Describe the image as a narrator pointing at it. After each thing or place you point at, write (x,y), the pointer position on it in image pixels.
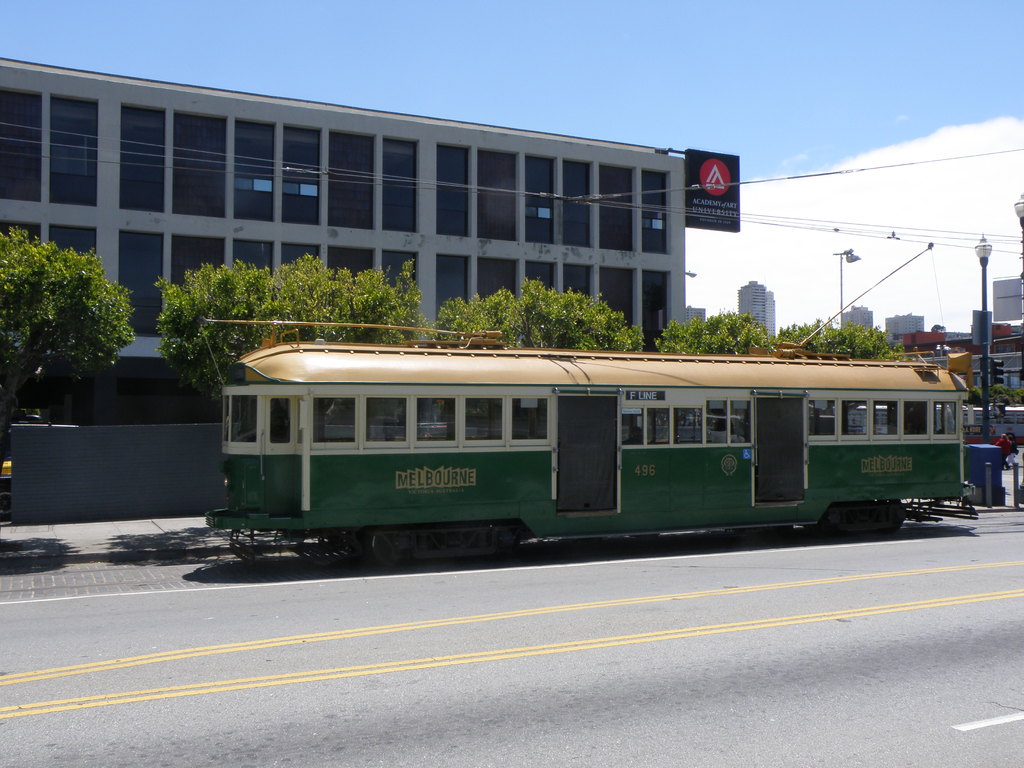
This is an outside view. Here I can see a green color vehicle (619,463) on the road (737,612). At the back of it there are some trees (396,335) and a building (282,246). On the right side (1013,457), I can see some poles (981,367) and few people (1008,444) are walking on the road (905,598). In the background (765,303) there are some buildings (754,309). On the top of the image (646,60) I can see the sky (829,61).
